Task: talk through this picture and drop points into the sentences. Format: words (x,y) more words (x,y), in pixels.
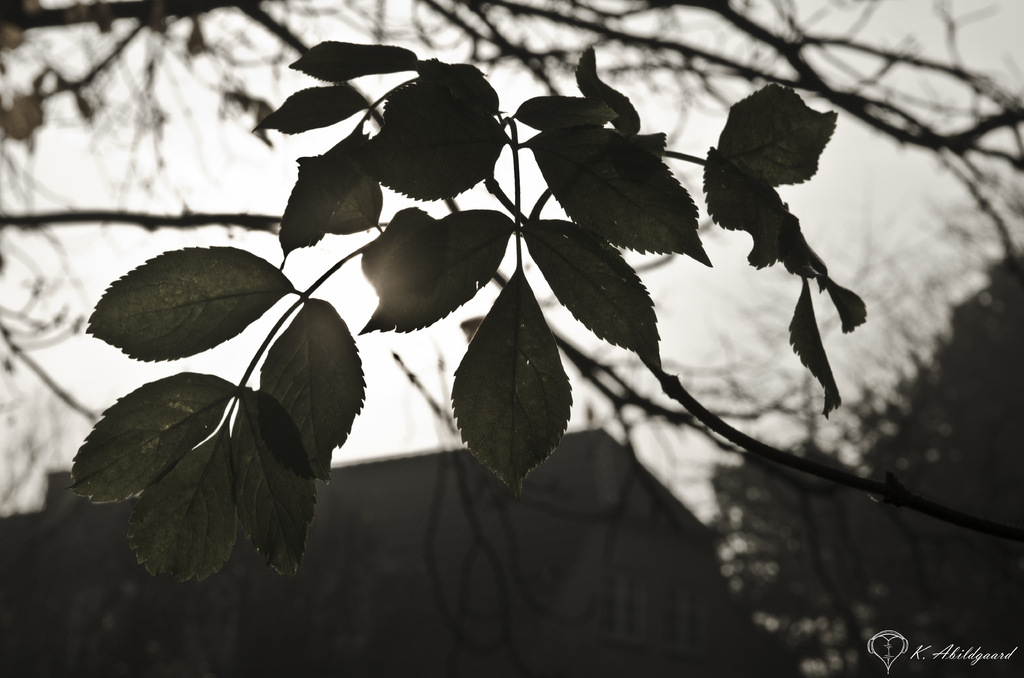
As we can see in the image there is building (457,566), trees (343,99) and sky (950,299). The image is little dark.
